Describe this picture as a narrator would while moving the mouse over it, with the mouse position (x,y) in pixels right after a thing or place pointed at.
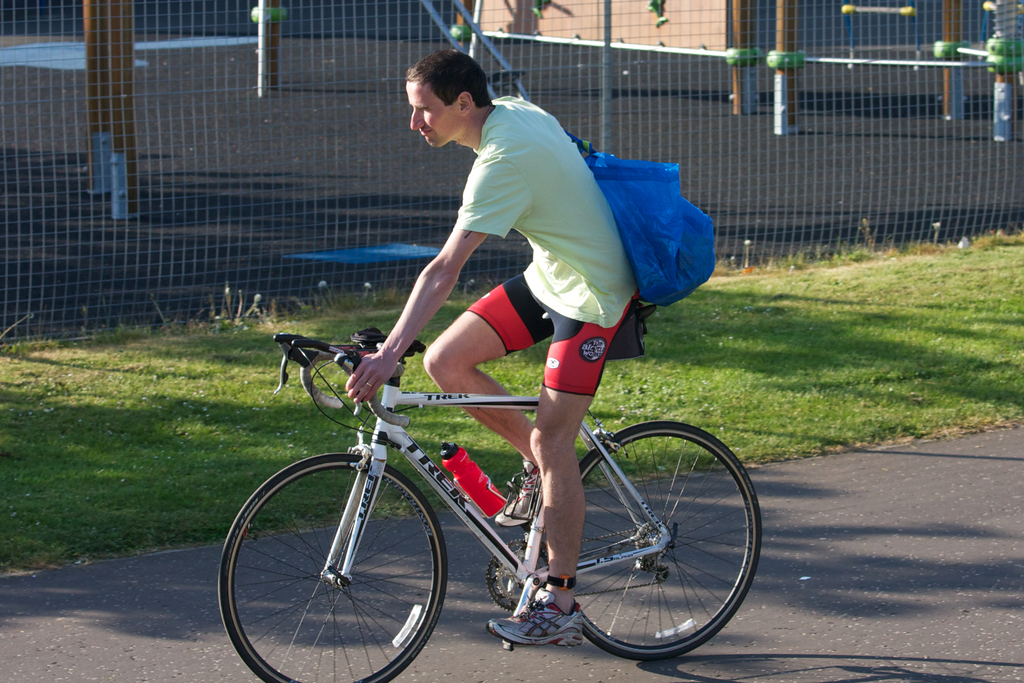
In this image I can see a person (522,332) riding a bicycle (481,538) and wearing a blue color bag (633,245). Back I can see a net fencing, poles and grass (227,423).
